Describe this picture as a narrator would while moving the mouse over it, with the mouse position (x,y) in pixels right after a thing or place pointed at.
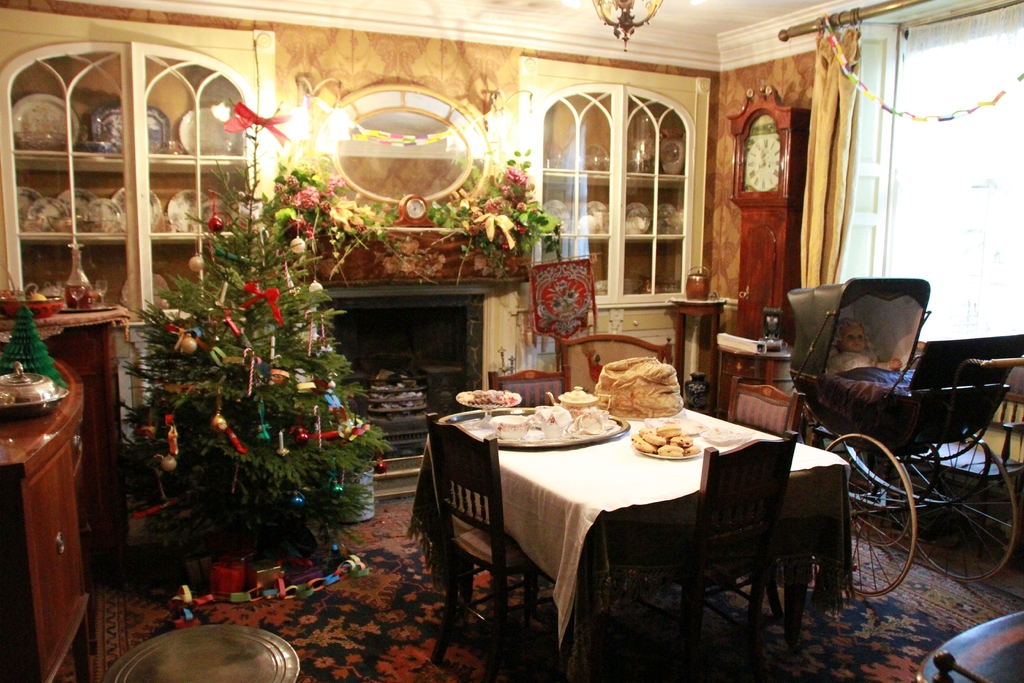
This picture shows a christmas tree (344,395) and a food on the table (726,430) and we see few chairs (750,406) around the table (682,493).
